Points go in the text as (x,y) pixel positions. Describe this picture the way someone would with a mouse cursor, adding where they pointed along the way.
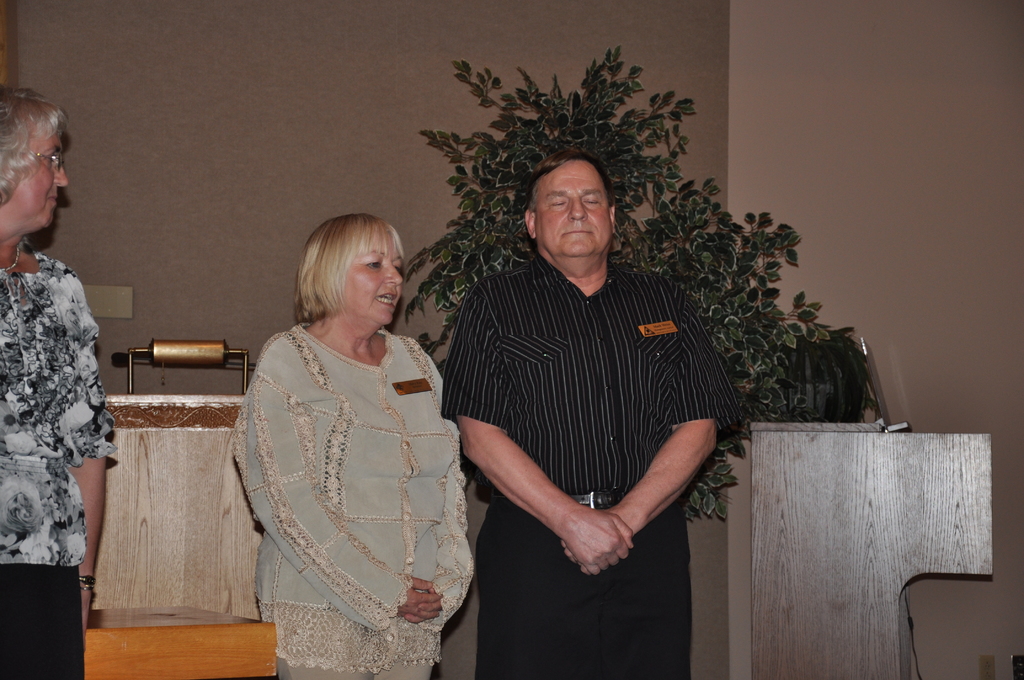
In this image we can see three persons (241,455) are standing. In the background (229,440) we can see a board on the wall (241,42), plants (824,369), wooden objects (206,507) and we can see other objects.
